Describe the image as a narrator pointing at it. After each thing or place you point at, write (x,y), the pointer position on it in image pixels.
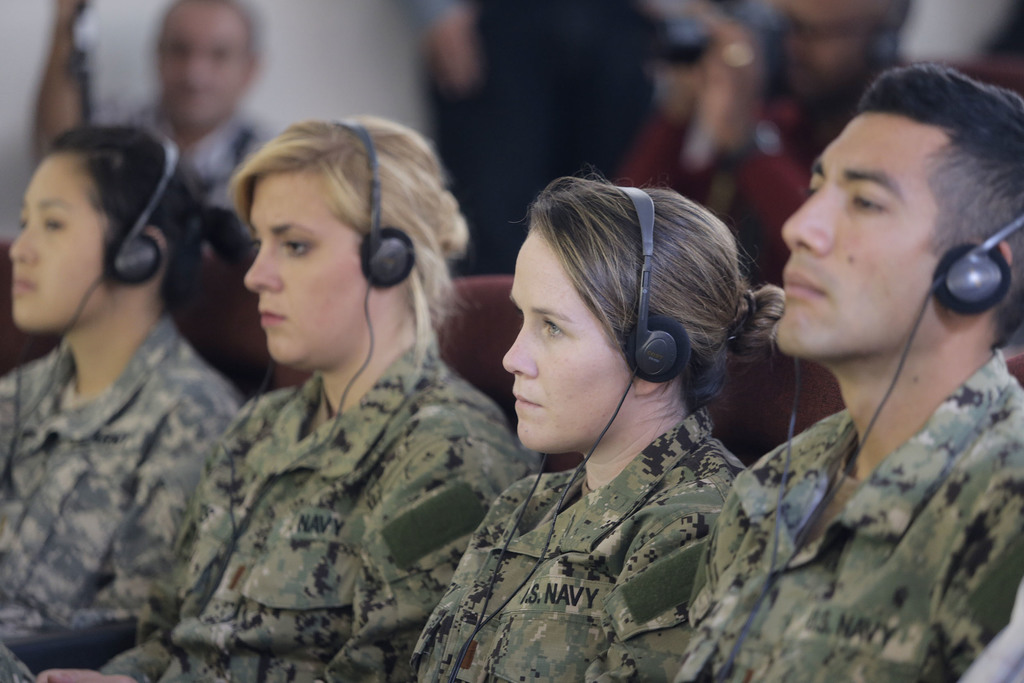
In this image we can see three women (1,475) and one man (853,451) with headphones (664,364) and they are wearing uniform (376,529) and sitting and the background (199,24) is blurred with a person (212,52).
